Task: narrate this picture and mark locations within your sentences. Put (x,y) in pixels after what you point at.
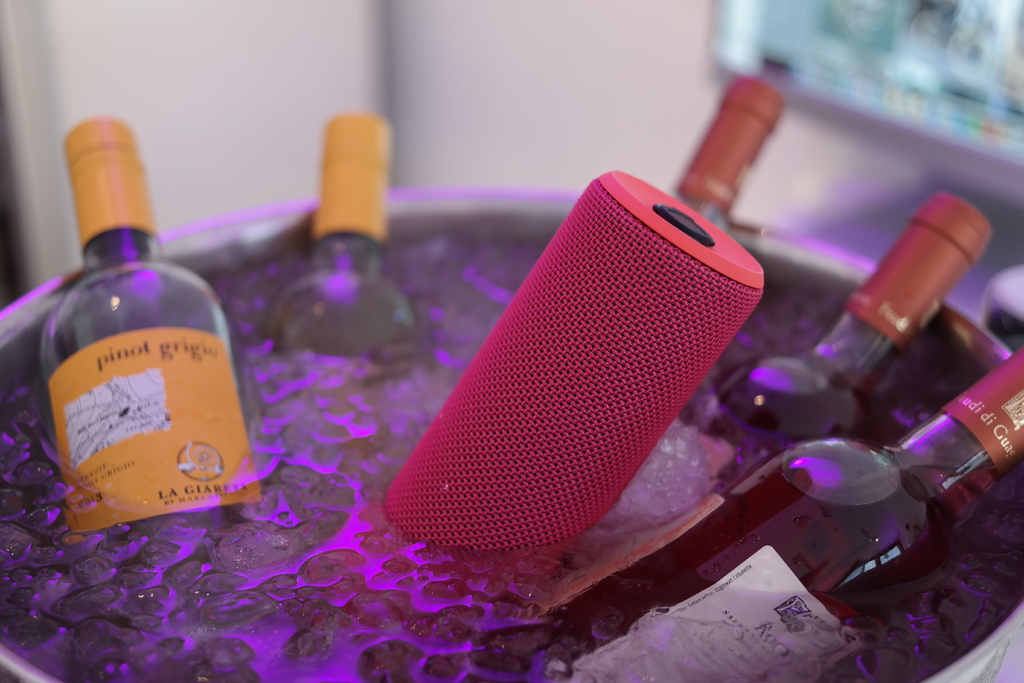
The five bottles (215,338) placed in a bucket (432,219) full of ice (661,455). We can see in background (419,178) white color wall (598,89).
